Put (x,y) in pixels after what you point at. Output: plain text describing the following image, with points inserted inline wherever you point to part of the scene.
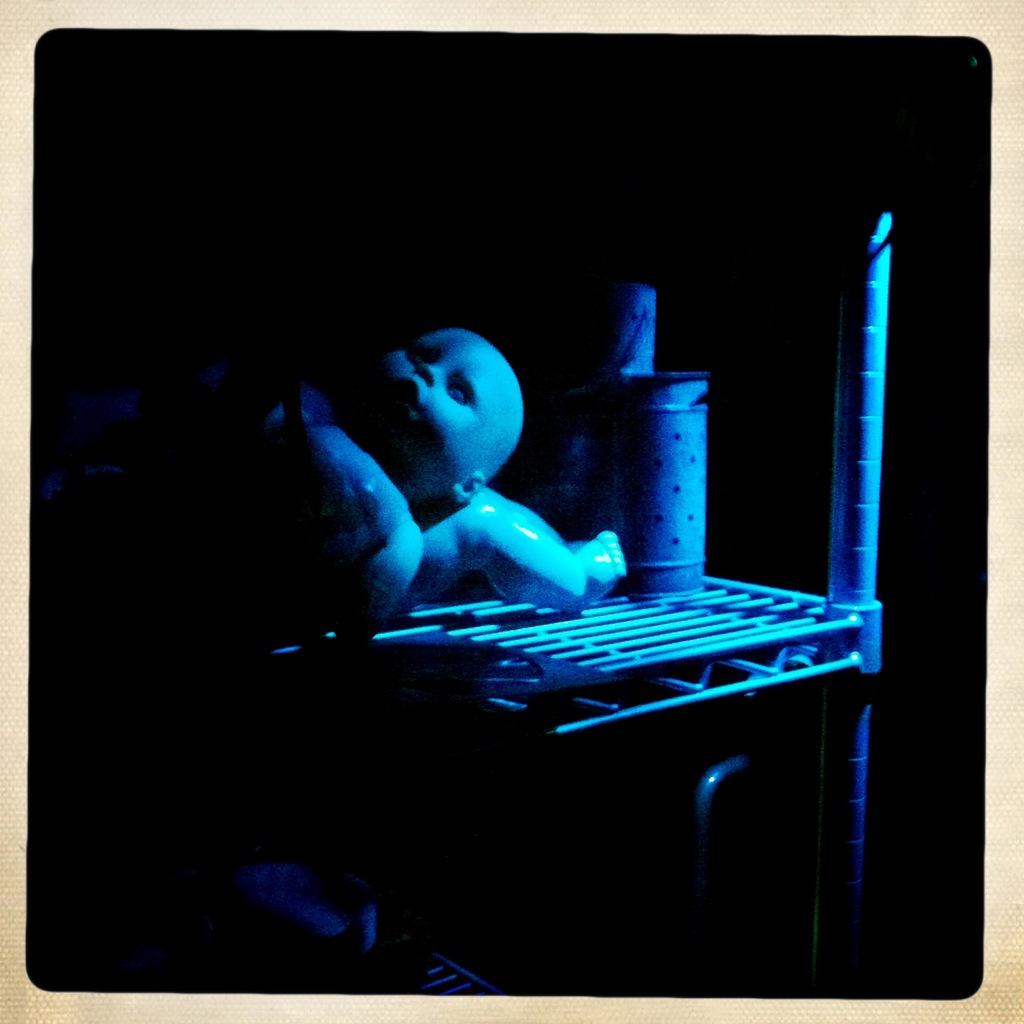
This looks like a toy (339,556) of a baby (363,528). I think this is a table (697,600) with an object (696,553) on it. The background (783,562) looks dark.
